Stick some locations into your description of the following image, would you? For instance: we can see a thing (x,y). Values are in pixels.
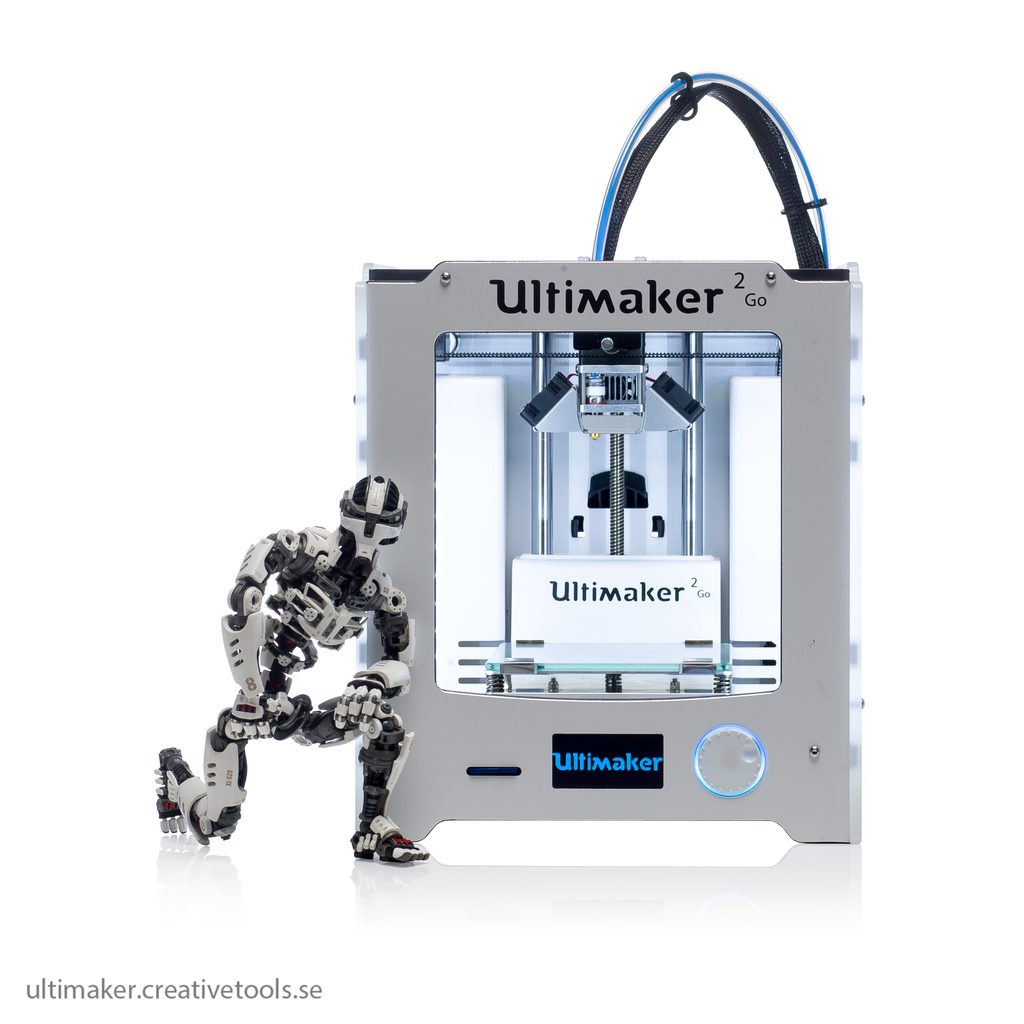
In this image I can see a toy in white and black color and a machine (426,440) in white color, and I can see white color background (137,468).
